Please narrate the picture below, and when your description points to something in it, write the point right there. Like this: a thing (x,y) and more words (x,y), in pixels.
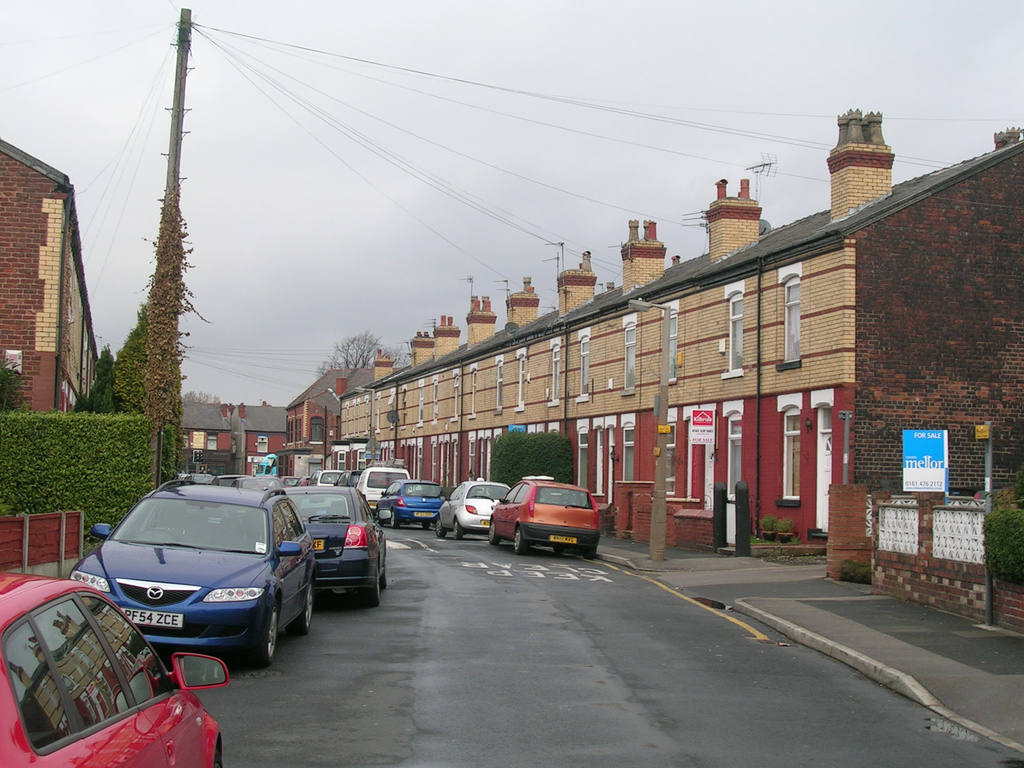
In this image there are some cars (332,588) at bottom of this image (152,662) and there is a pole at left side of this image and there are some buildings (616,476) right side of this image (741,385) and left side of this image (320,439) and there is a sky (424,159) at top of this image (419,127) and there is a road (490,657) at bottom of this image (503,680) and there are some plants (113,394) at left side of this image (83,431) and middle of this image (514,476).
